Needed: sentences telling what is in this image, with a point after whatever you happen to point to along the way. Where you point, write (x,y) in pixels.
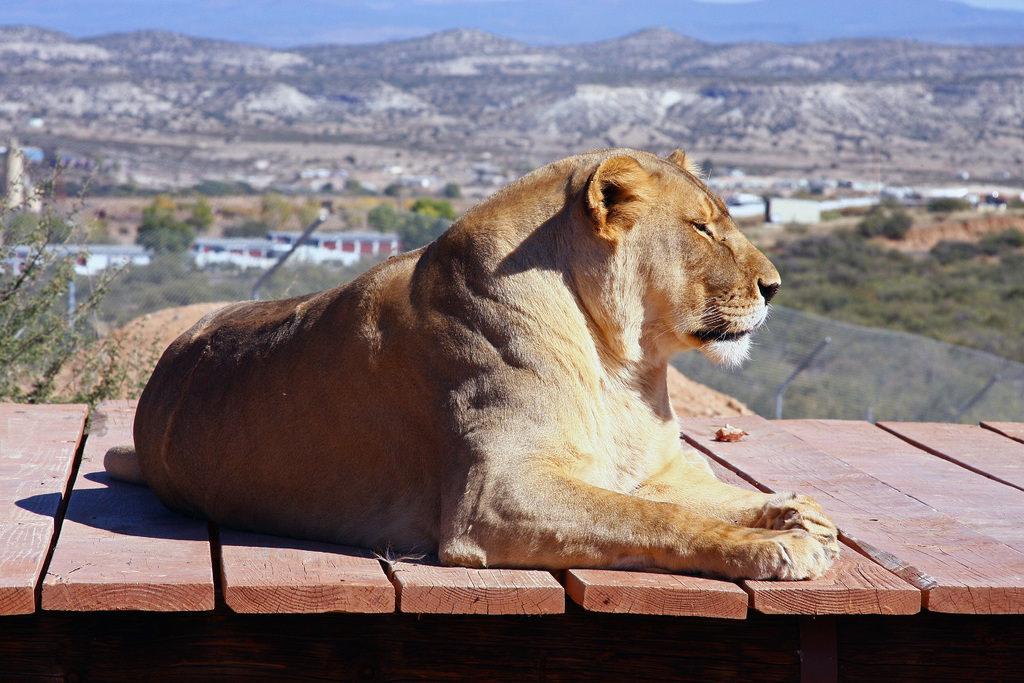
In this image we can see a lion (391,483) on a wooden surface (929,589). Behind the lion (426,361) we can see a fencing (763,358), buildings (282,248) and a group of trees (853,280). In the background (548,146), we can see the mountains (655,96). At the top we can see the sky (492,24).
